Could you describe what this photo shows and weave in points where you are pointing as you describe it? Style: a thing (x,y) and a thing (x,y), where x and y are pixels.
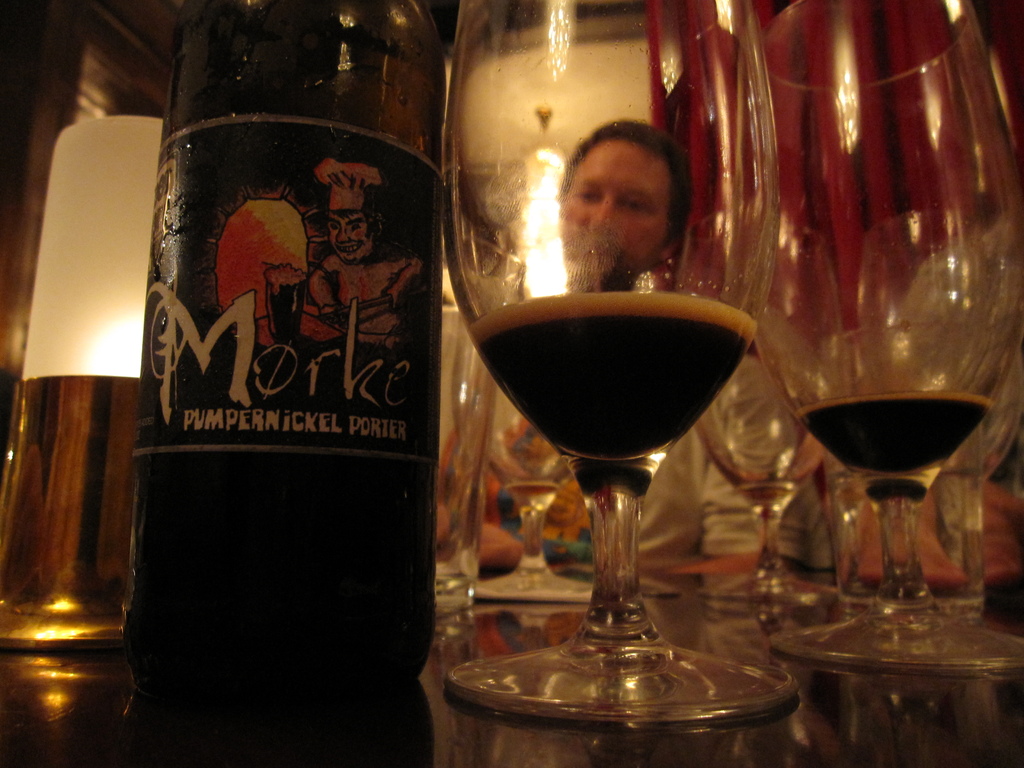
In this image, there is a table (953,721) on that table (999,721) there is a bottle (246,610) which is in black color, there are some glasses (546,396) which contains black color liquid (627,433), in the background (572,264) there is a man (583,248) sitting on the chair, in the left side (82,271) there is a white color object (67,344).
